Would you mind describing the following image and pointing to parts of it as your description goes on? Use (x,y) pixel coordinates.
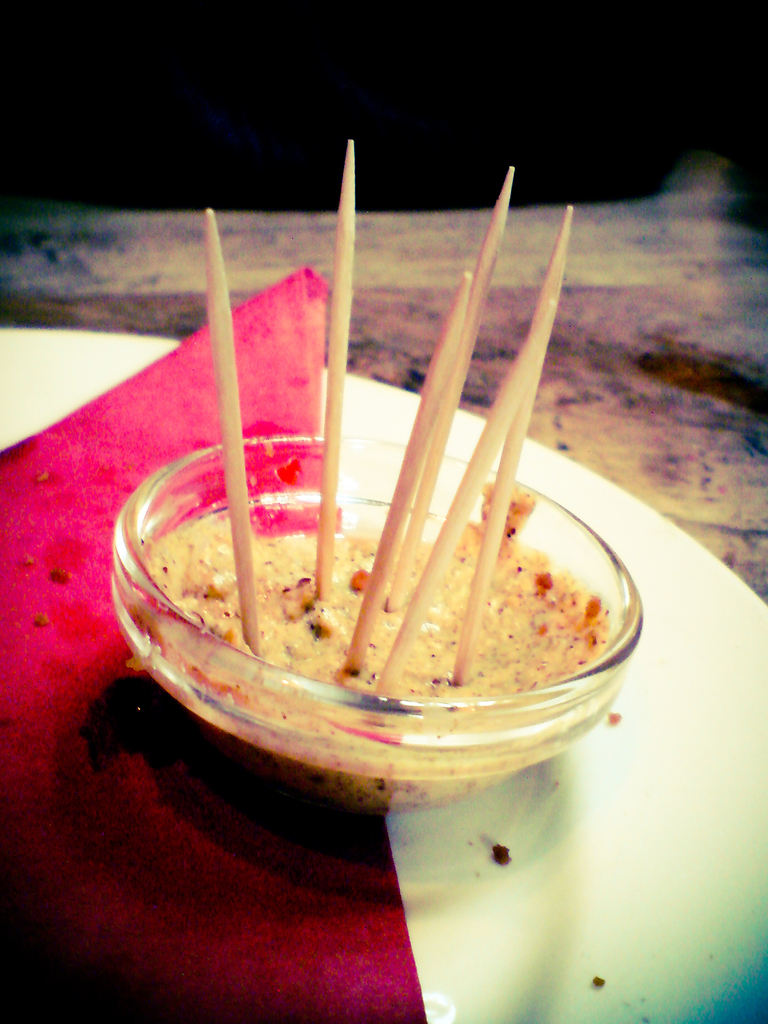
This image consists of a bowl (248,685). In which we can see toothpicks (472,479). At the bottom (251,861), there is a plate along with a napkin (173,855). The plate (643,566) is kept on a table (73,204).
